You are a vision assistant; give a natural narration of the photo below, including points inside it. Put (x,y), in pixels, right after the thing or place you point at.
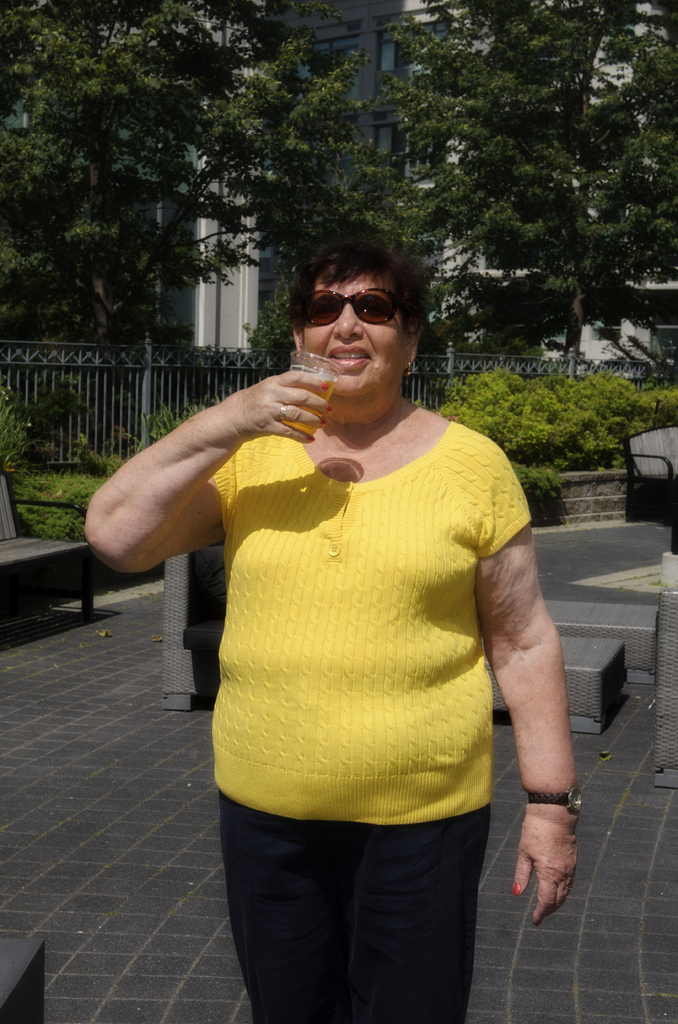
In this image I can see a woman (348,519) holding a glass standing on floor (175,925) and there is a bench (3,532) on the left side (6,524) and there is a fence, bushes (614,410), trees (483,109) and building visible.
